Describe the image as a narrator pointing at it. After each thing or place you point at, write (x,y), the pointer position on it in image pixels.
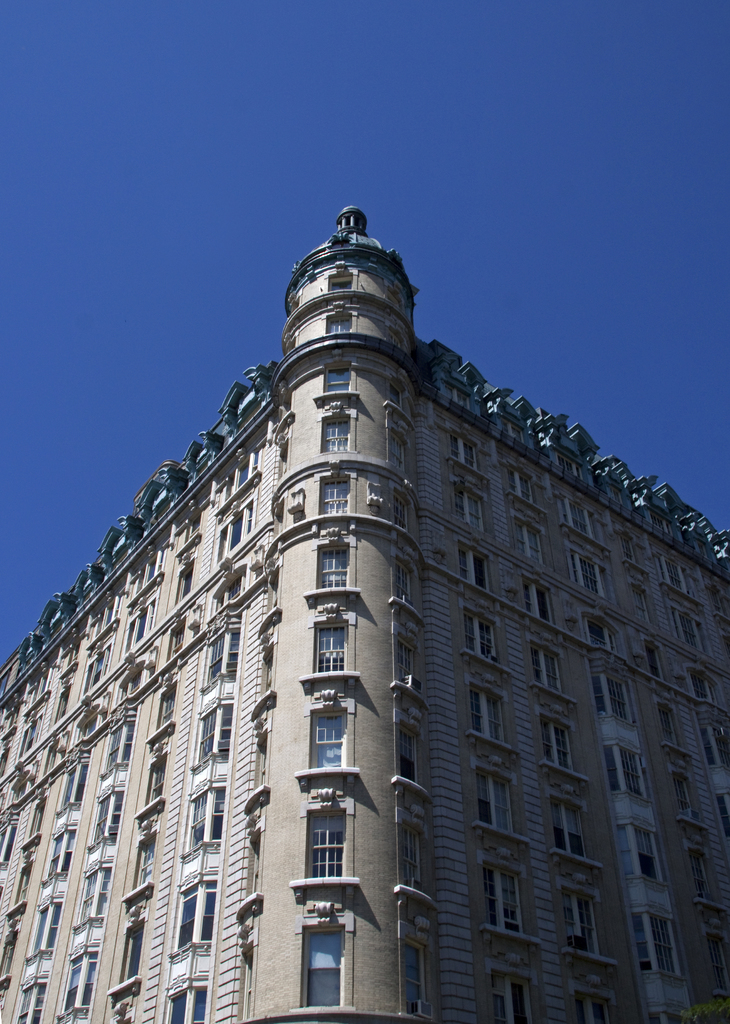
In this picture we can see a building (339,630).
